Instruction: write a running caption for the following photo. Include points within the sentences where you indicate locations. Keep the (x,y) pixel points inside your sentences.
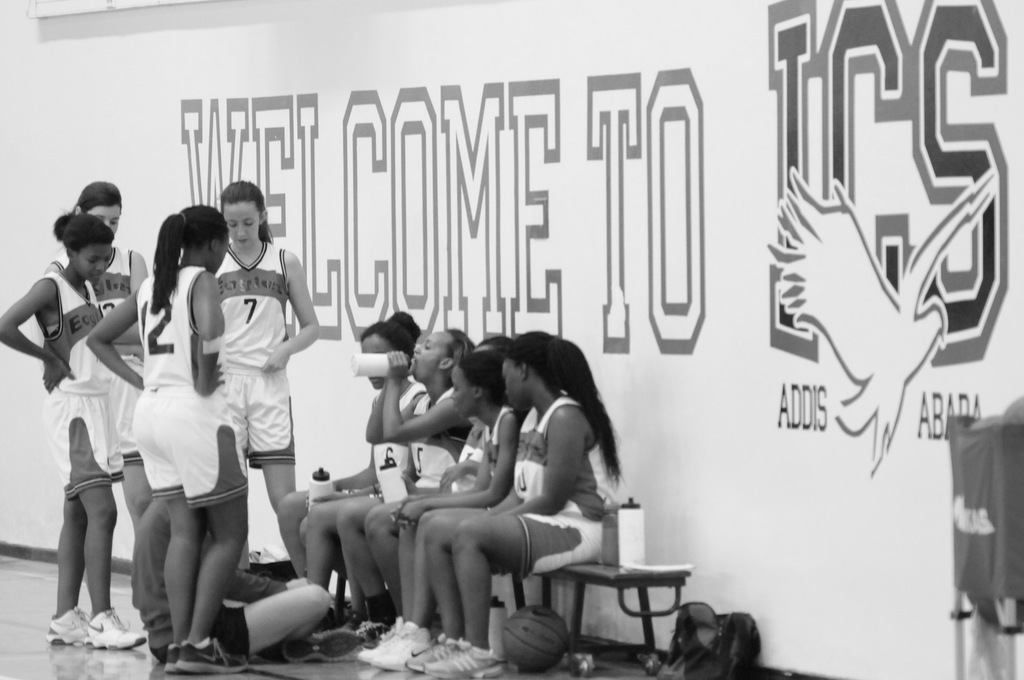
In this image we can see black and white picture of a group of people (207,343) standing, some are sitting and holding bottles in their hand (401,520). At the bottom of the image (536,615) we can see a ball (537,641), bottle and a bag (698,649) placed on the ground (163,676). On the right side of the image (974,522) we can see a chair (989,512). At the top of the image (904,56) we can see a banner (973,91) with some text (993,284).
